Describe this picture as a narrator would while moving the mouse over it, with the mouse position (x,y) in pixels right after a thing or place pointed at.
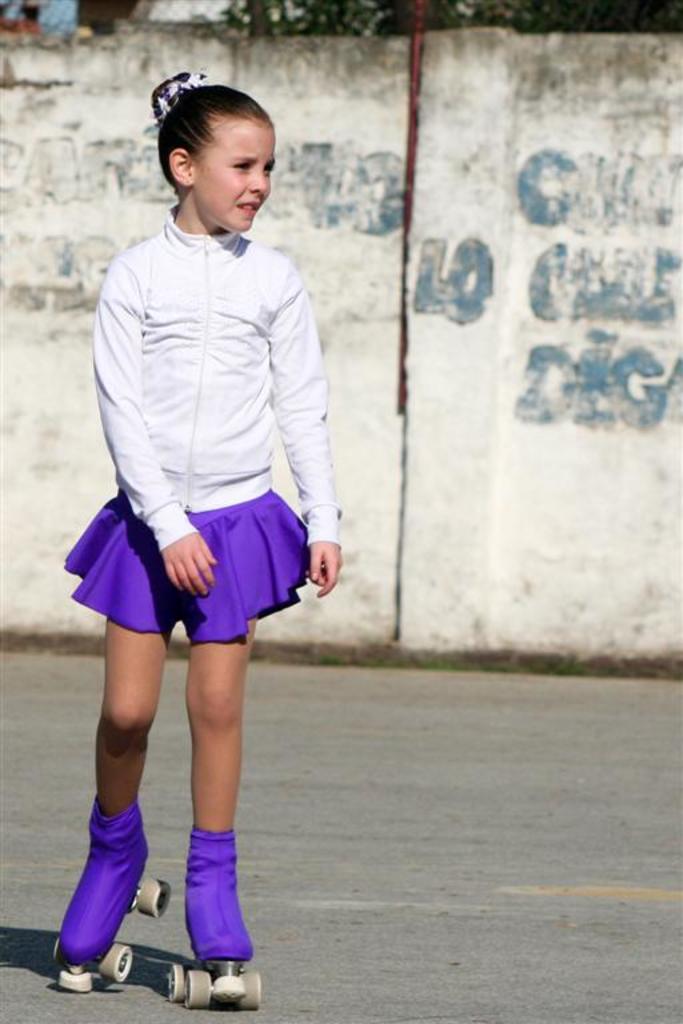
This picture shows a girl (131,400) skating with the help of skate shoes (106,840) to her legs (130,827) and we see a wall (535,429) and we see text (590,392) painted on it.
